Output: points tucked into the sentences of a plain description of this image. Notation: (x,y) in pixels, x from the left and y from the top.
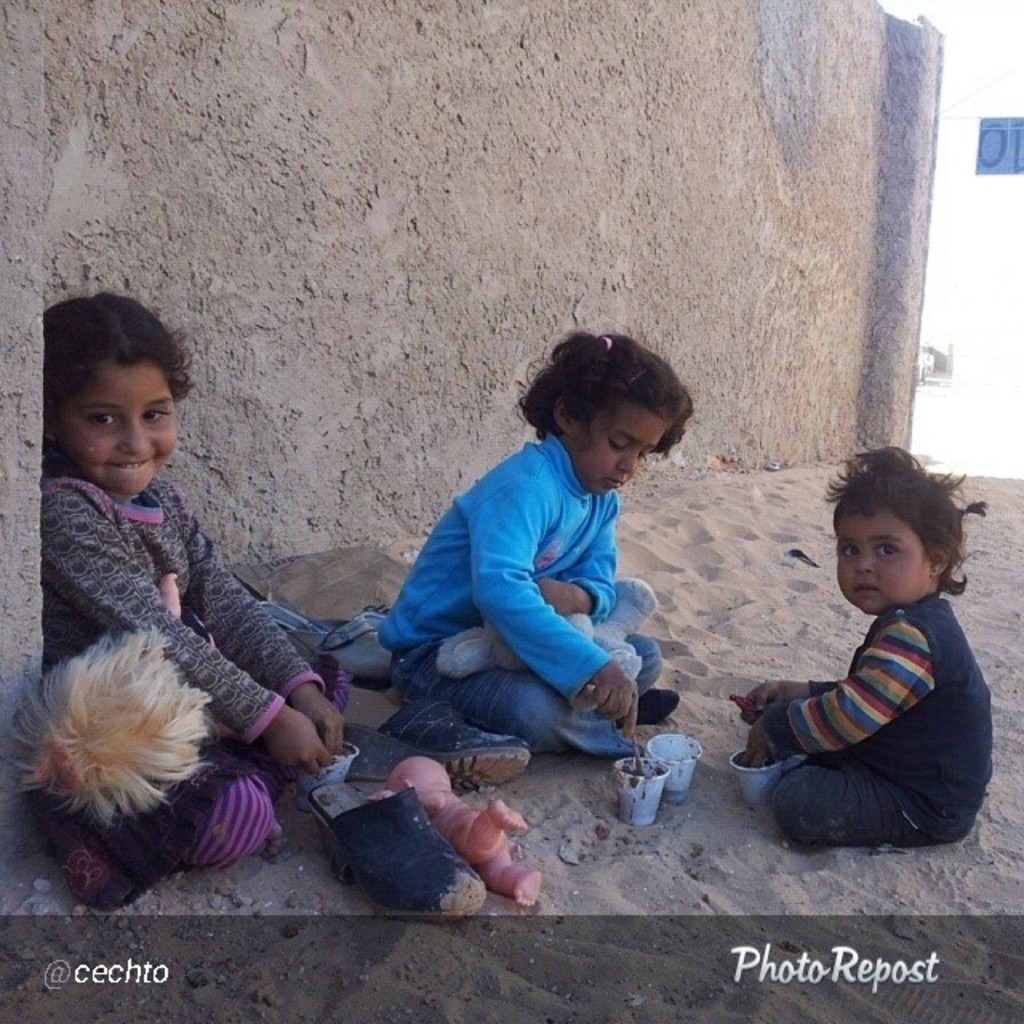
In this image there are three kids (509,557) sitting on sand (997,751), in front of them there are toys (121,757), cups (662,751), in the background (625,0) there a wall (784,444), at the bottom (113,965) there is text (98,974).
